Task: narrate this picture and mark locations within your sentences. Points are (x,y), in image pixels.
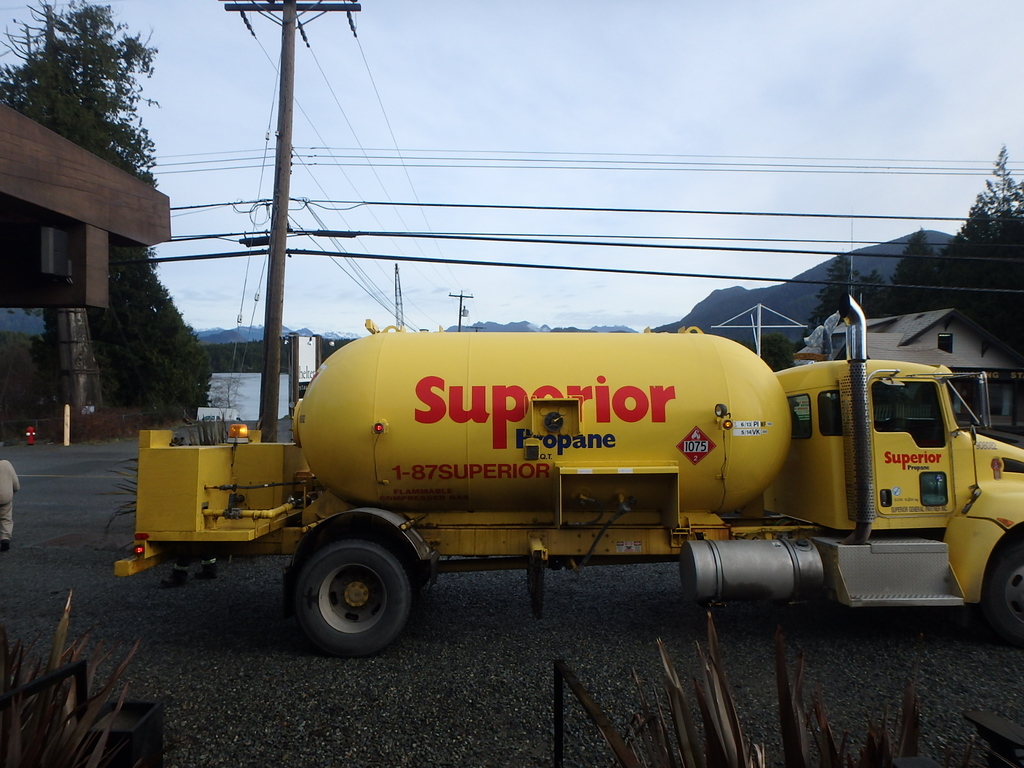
In the foreground of this image (589,487), there is a vehicle (528,493) on the road (240,697). At the bottom (59,710), there are leaves (795,731). On the left (4,513), there is a man (9,479), a building (62,172) and the trees (159,347). On the right (965,341), there is a house (971,323), few trees (948,295) and cables (904,287). In the background (457,306), there are poles (395,328), cables (478,261), mountains (716,302) and the sky (605,88).
